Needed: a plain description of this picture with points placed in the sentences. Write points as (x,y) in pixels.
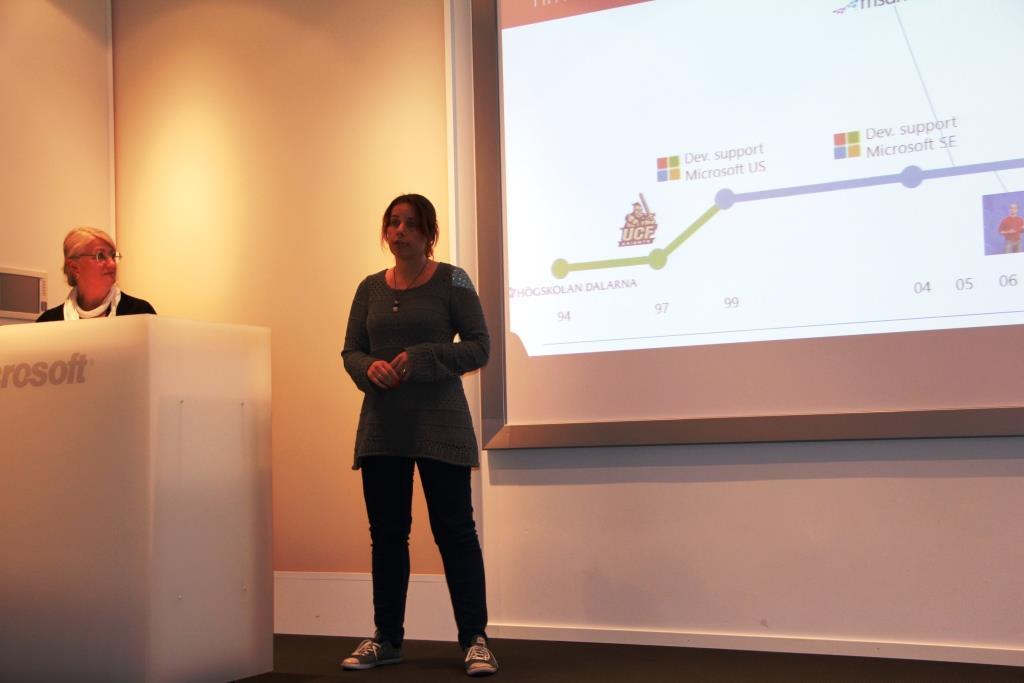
In this image we can see people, screen (880,249), lights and some other objects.
